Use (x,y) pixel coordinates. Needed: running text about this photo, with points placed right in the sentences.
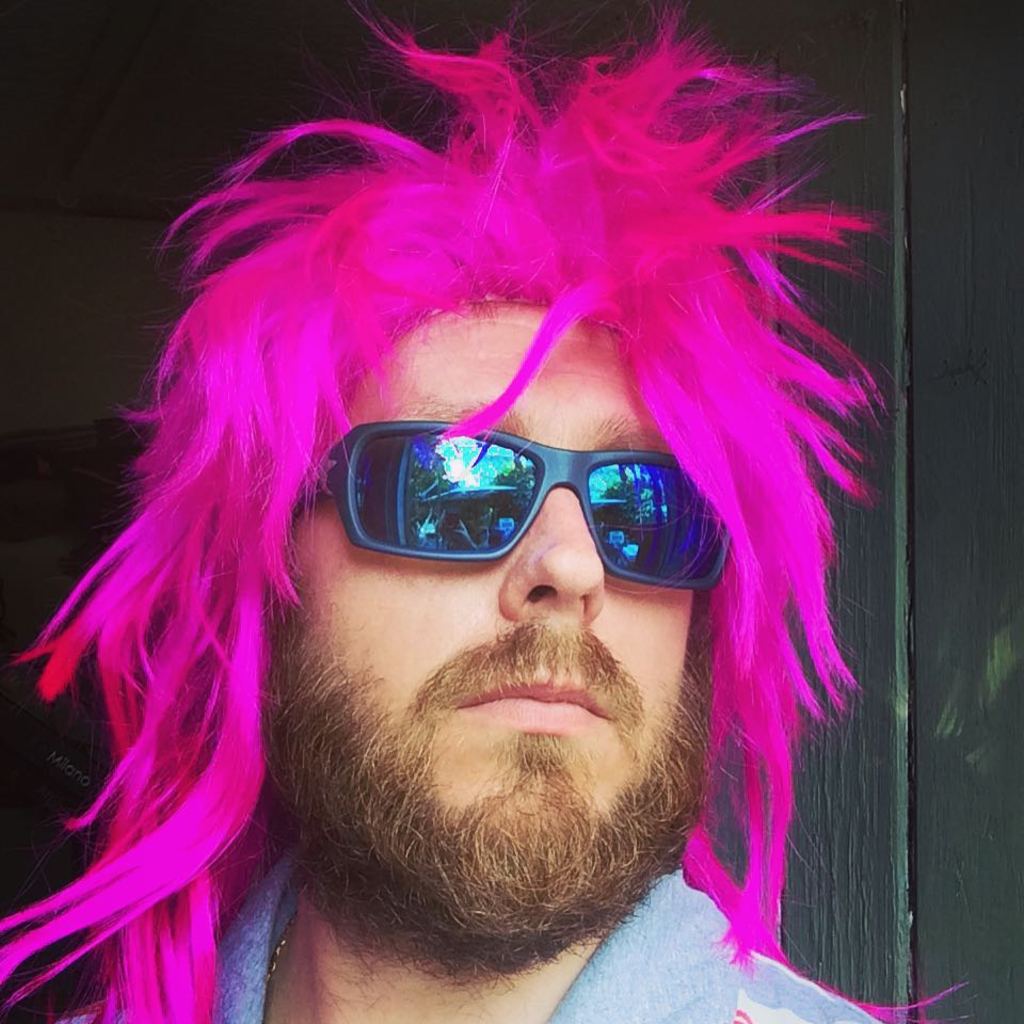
In this picture there is a man (298,539) with pink hair (290,517) and wore goggles (358,462). In the background of the image (272,104) it is dark.
